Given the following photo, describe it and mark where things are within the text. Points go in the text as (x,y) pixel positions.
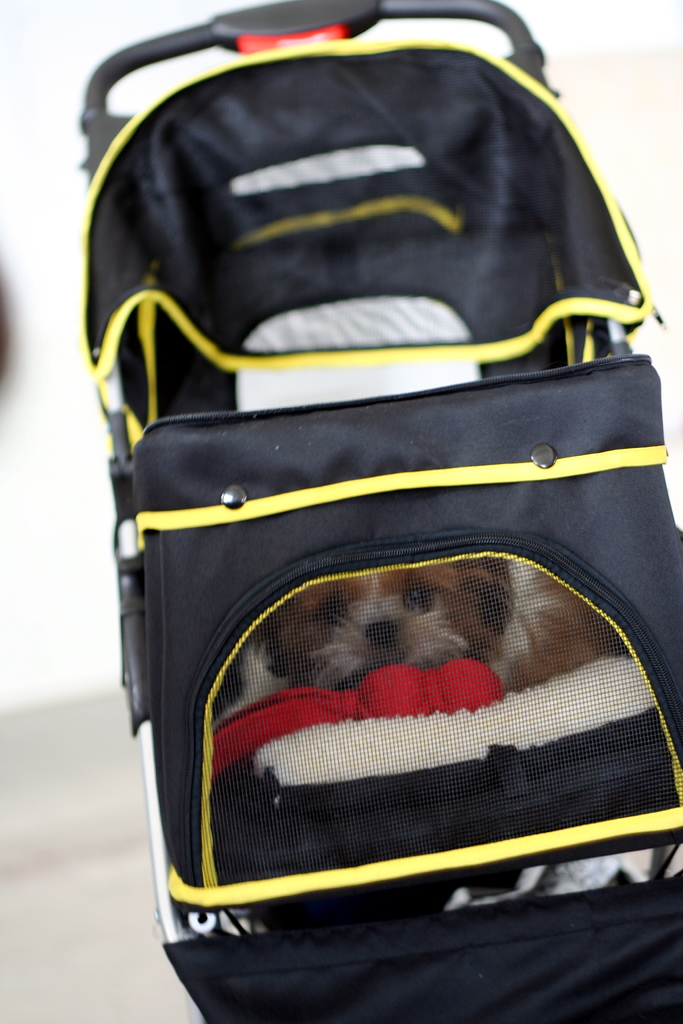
This image consists of a baby trolley (526,409) which is in black and yellow color. There is a net (436,625) in front of that, there is a dog (423,594) inside the trolley (506,729).
